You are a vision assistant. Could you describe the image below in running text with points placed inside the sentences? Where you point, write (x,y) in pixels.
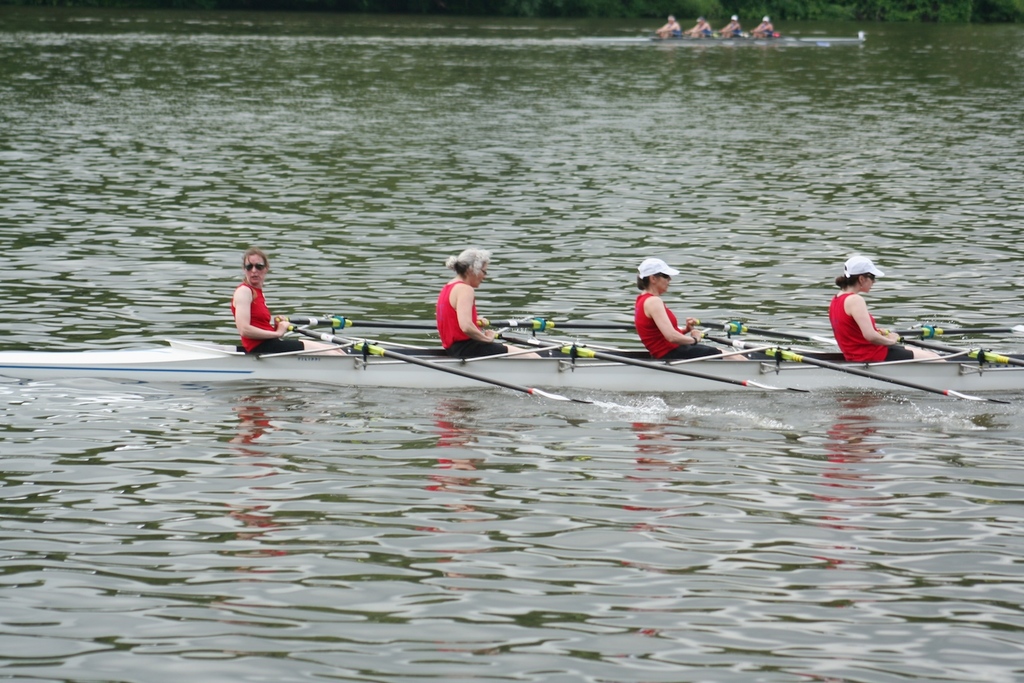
In this picture we can see some people (641,269) are riding boats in the water (399,436).
